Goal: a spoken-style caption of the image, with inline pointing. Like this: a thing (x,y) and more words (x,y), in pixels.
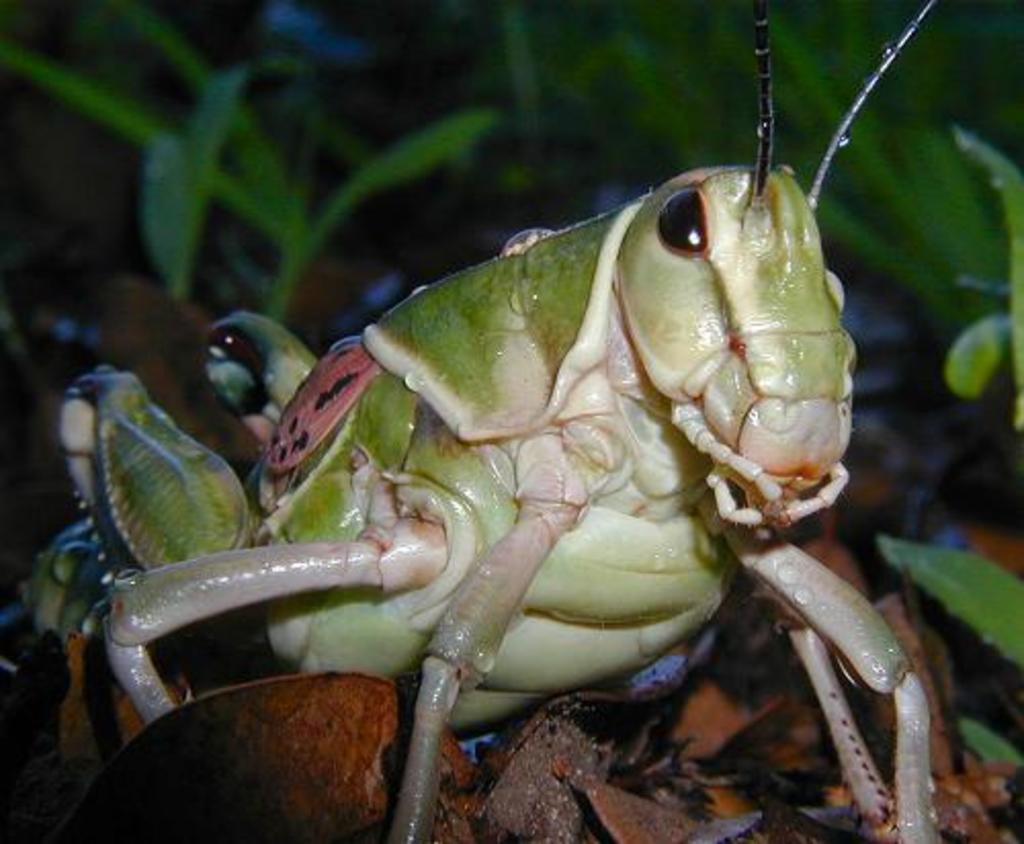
In the center of the image (491,511) we can see a grasshopper (294,419). In the background (204,150) there are plants (426,157).
